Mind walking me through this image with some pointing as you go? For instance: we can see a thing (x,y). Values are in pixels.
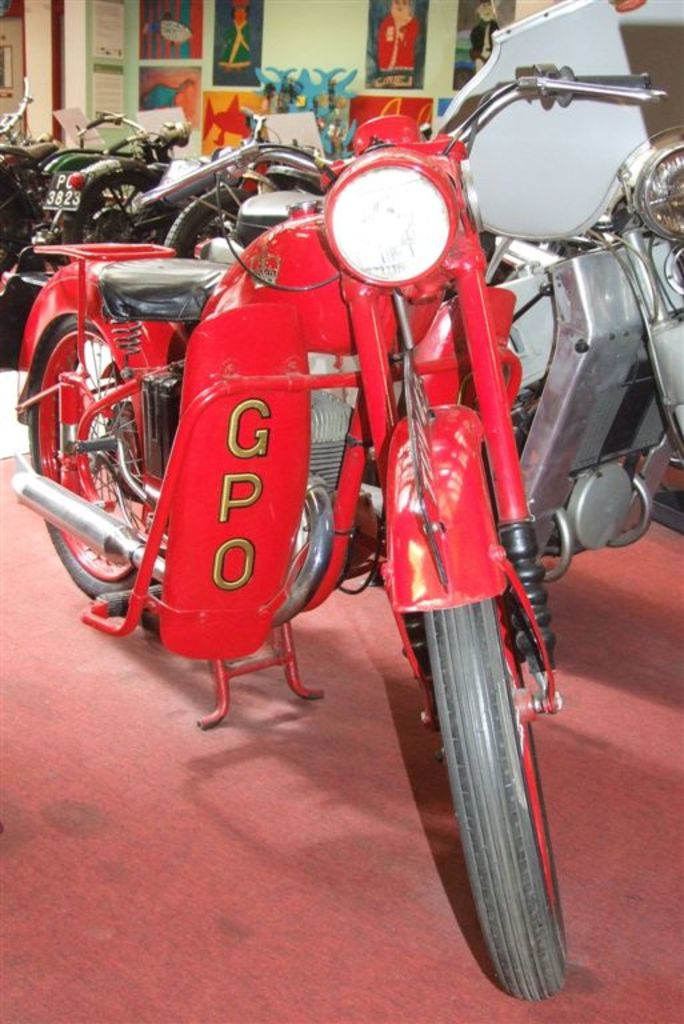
Here there are two bikes (387,385) on the floor (117,1002). In the background (91,191) there are vehicles (76,232), motorcycles (48,181) and posters (194,87) on the wall (300,39).
